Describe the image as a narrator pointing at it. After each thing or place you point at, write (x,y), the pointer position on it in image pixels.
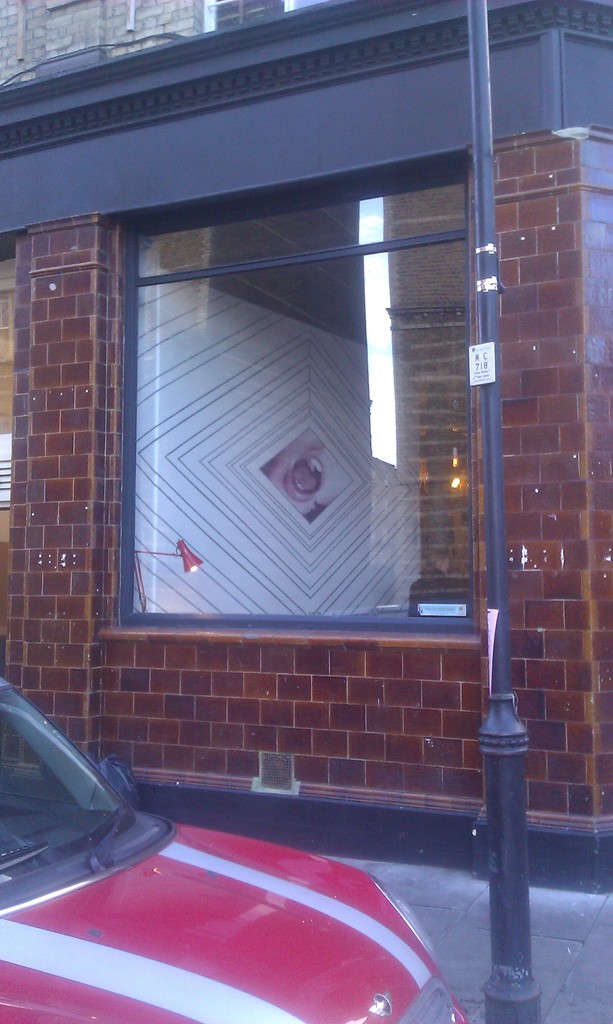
In this image we can see one building (418,392) with glass windows (418,392), one white wall (284,407) decorated, one light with stand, one chair (432,587), one sticker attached to the glass window (401,518), one wire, one pole (494,412) with two posters (484,362), one red car (11,735) near to the building (368,853) and some objects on the surface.
